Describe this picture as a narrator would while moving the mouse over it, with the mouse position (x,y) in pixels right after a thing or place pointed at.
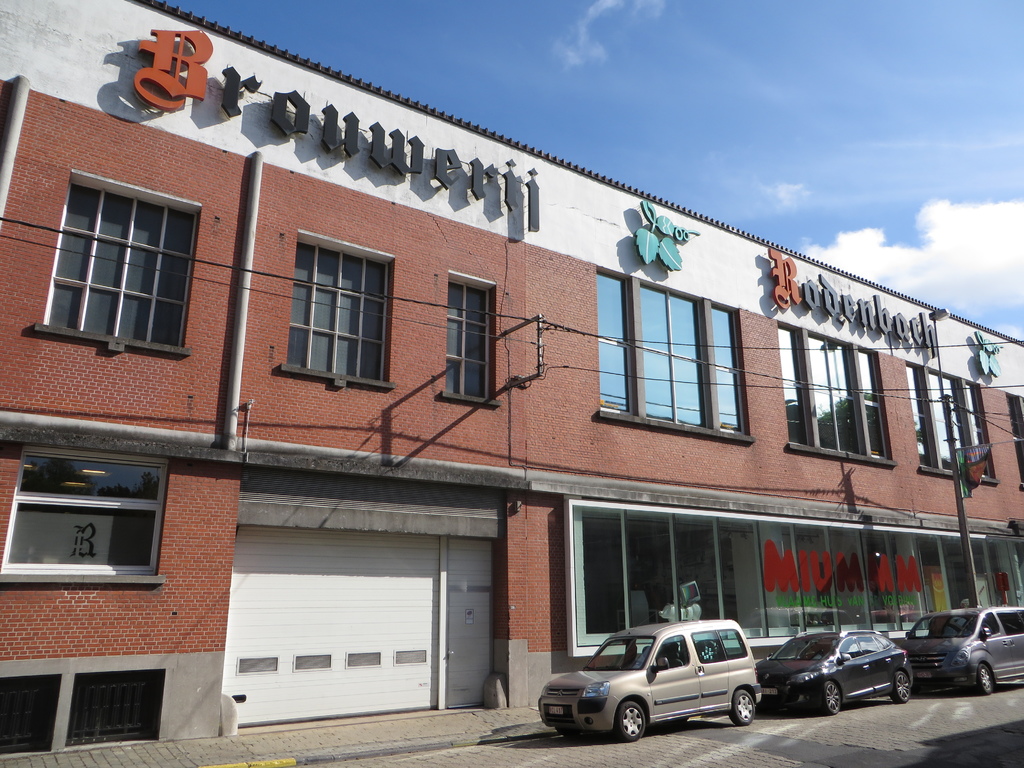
In this picture we see three cars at the right side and one building (732,468) and here this white color is the shutter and something was written at top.
